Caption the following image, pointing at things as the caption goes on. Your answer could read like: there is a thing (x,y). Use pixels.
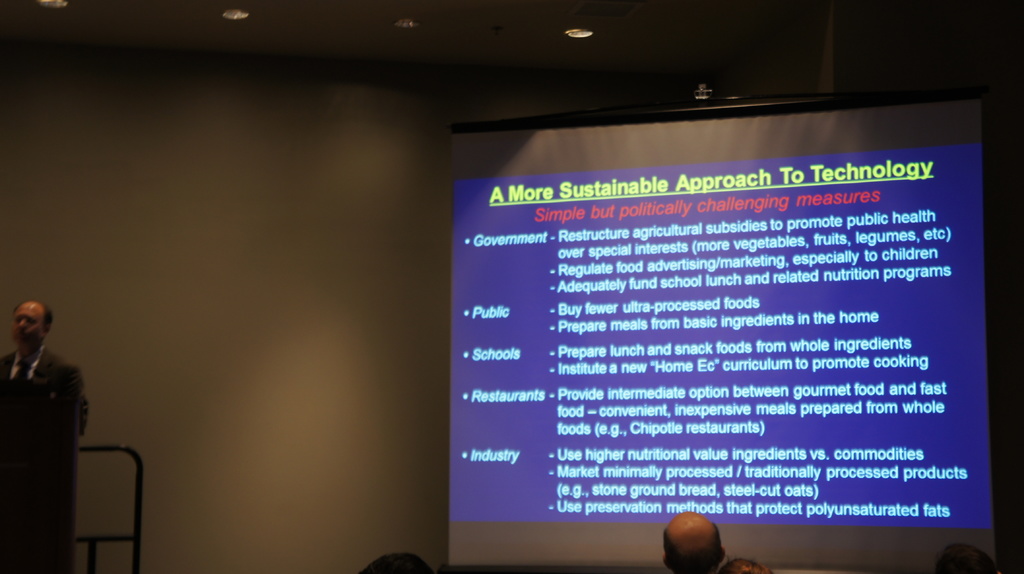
In the picture I can see a person (41,352) standing in the left corner (40,367) and there is a projected image (751,284) in the right corner (858,327) and there are few persons (719,553) in front of it and there are few lights (405,23) attached to the roof (330,28) above them.
